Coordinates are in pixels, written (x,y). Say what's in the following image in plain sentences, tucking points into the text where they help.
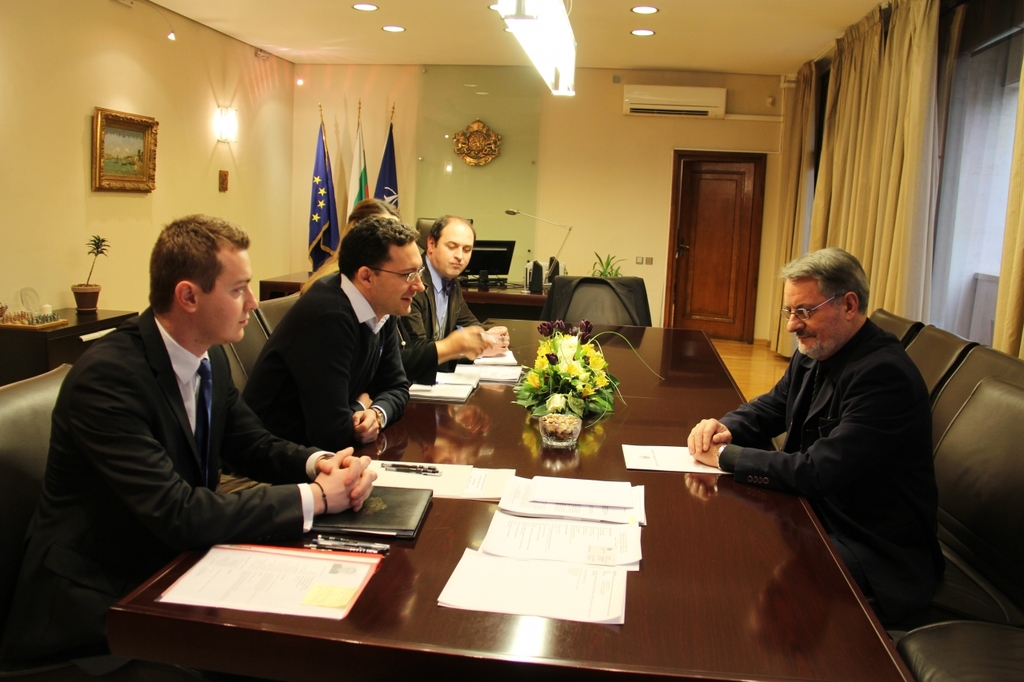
In this image we can see a few people (56,531) sitting on the chair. On the table (626,588) there is a flowers (545,356), paper (575,505) and there are flags (314,196). There is a door (717,268).
